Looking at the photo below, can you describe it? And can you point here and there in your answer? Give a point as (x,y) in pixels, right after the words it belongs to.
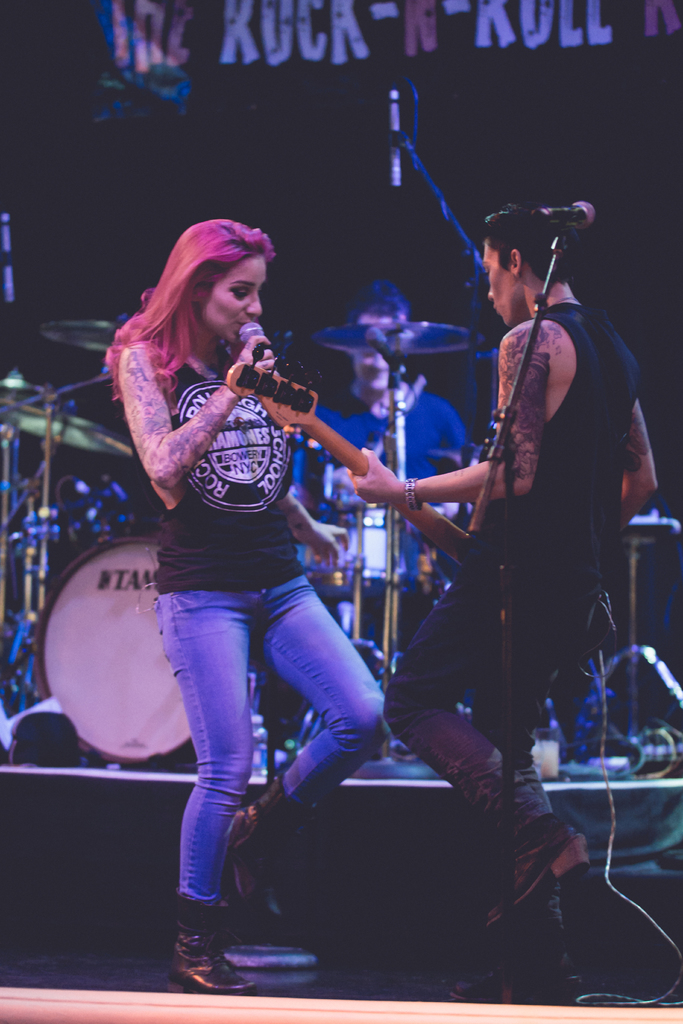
This image consists of a woman (193,911) and a person (394,693) performing music and singing a song in mike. In the background (131,635) a person (408,391) is sitting and playing musical instruments (105,635). The background (112,213) is dark in color. This image is taken on the stage (330,975) during night time.
